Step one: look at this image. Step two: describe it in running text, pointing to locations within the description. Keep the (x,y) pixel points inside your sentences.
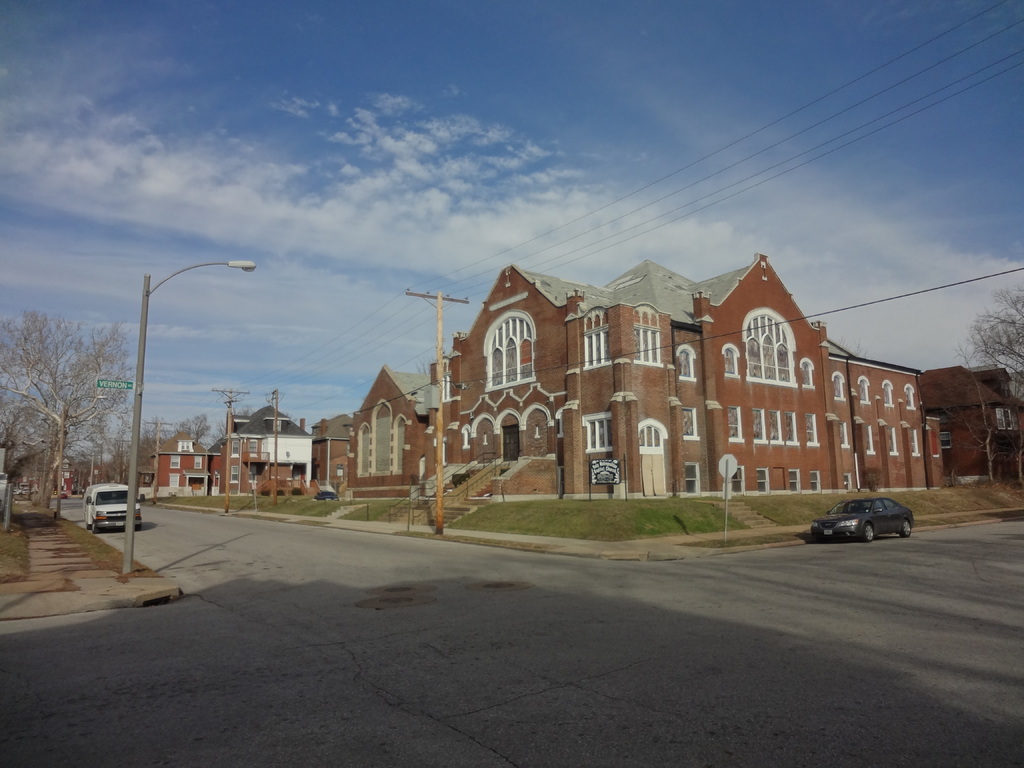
In this picture we can see the buildings (629,378), windows (796,476), roofs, poles (442,363), light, trees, vehicles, stairs (461,493), railing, glass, boards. At the bottom of the image (415,634) we can see the road (612,589). At the top of the image (329,205) we can see the wires (703,198) and clouds (356,214) are present in the sky (400,338).
